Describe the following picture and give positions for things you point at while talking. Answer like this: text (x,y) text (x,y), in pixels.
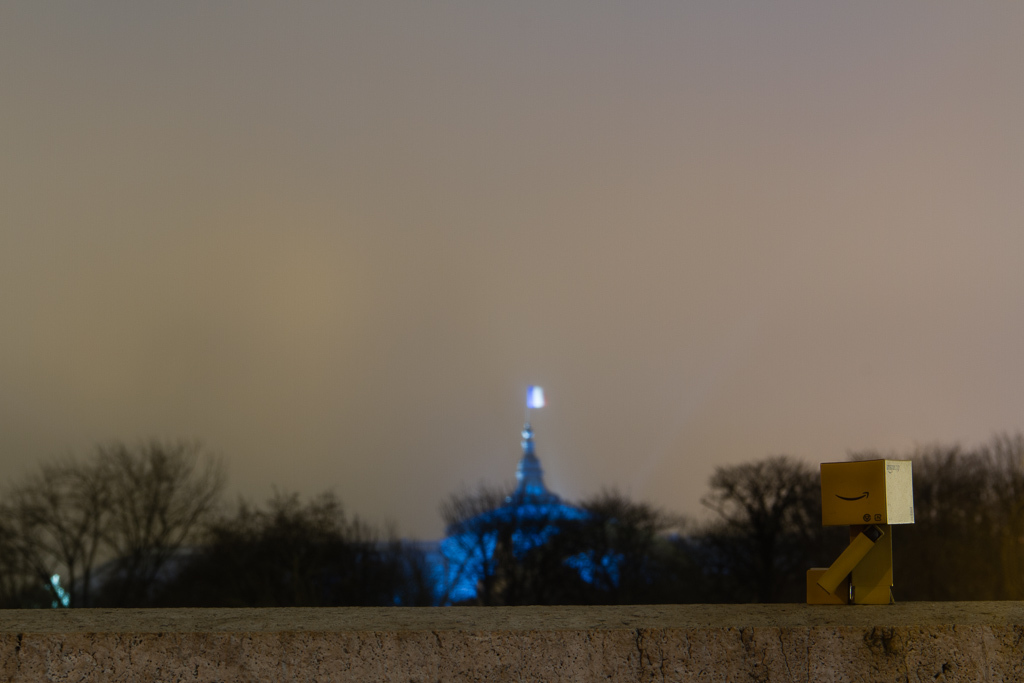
In this image I can see an object (851,511) made up of cardboard (891,549). In the background (516,562), I can see the trees (505,574) and the sky (397,291).
